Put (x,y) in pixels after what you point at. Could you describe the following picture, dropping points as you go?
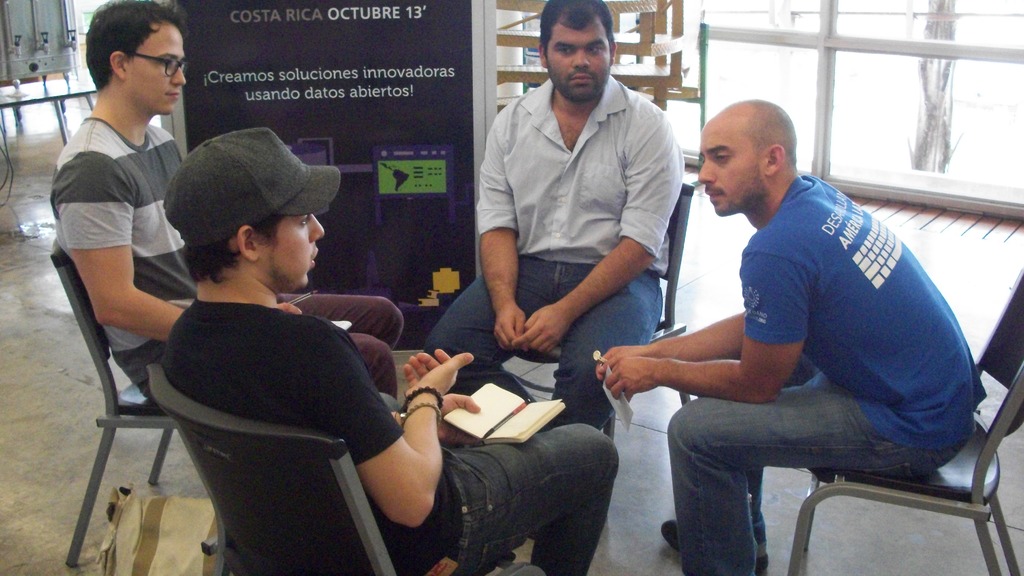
There are four people (368,399) sitting on the chairs (374,514) and talking. This man (462,451) is holding a small notebook (514,428) with a pen (532,401) on his hand (450,419). I can see a bag (128,540) placed on the floor (82,563). This looks like a banner (432,105) which is black in color. At background (2,54) I can see a small device (71,51) placed on the table (39,95). This looks like a window (899,101) with glass doors (865,102). I can see another wooden structured object (643,52) placed at the background (637,38). This is a floor (880,552).
